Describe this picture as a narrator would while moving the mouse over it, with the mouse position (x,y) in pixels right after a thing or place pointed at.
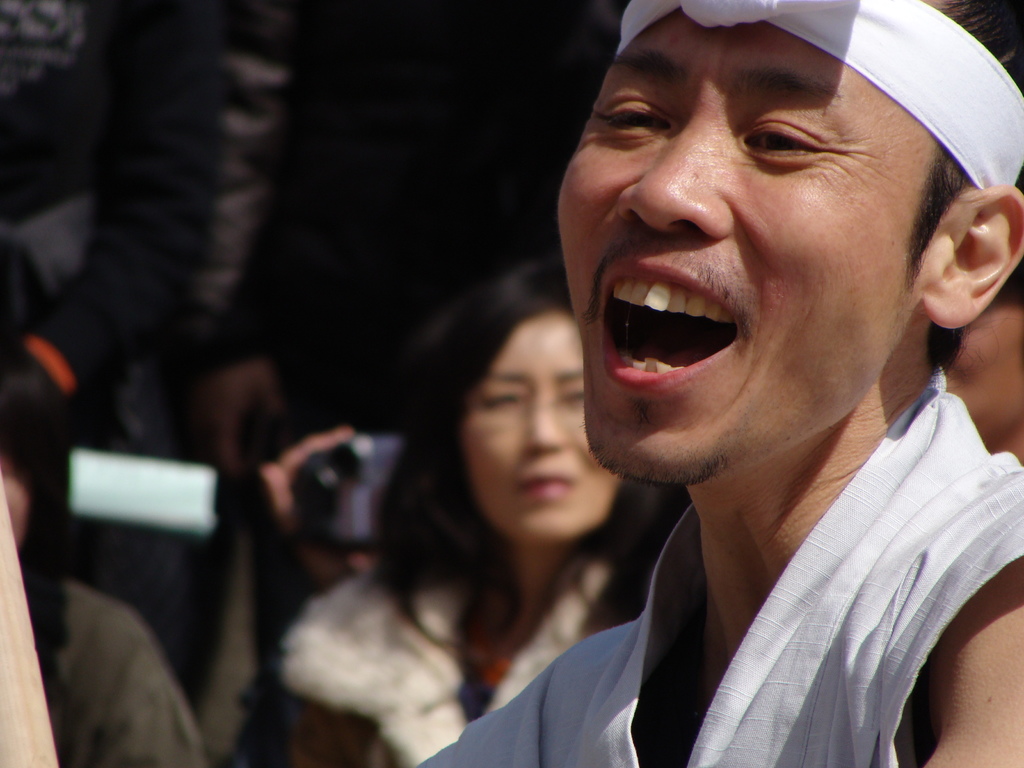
In this picture we can see a person (687,536) and in the background (106,640) we can see people (272,623) and some objects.
